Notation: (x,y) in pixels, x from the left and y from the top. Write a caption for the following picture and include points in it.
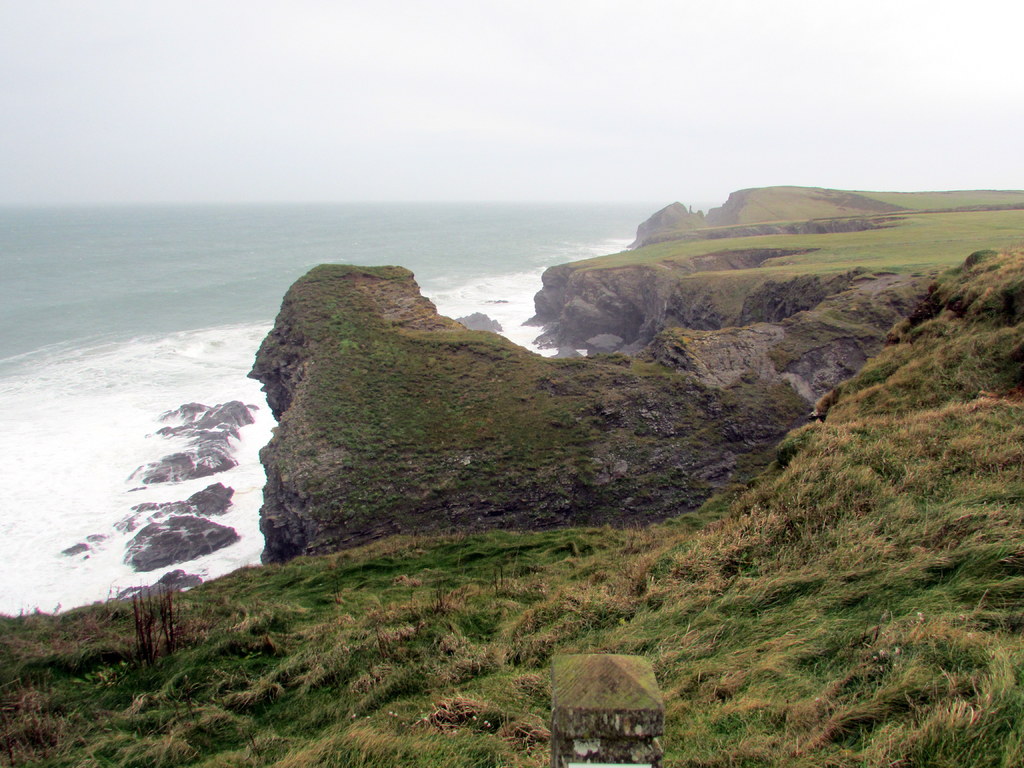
In this image we can see water (33,207). Also there are rocks (729,353). On the ground (504,520) there are plants (822,545). In the background (499,84) there is sky (495,26).
